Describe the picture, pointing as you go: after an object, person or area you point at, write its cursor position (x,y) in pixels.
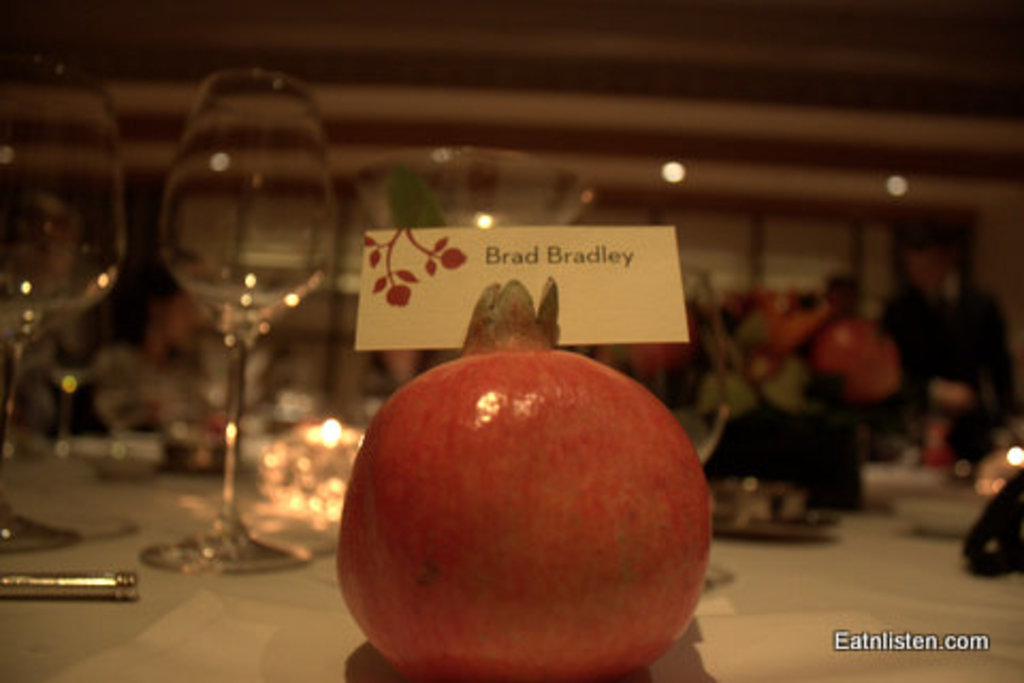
In the center of the image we can see one table (179,510). On the table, we can see one pomegranate (570,522), one banner (589,309), glasses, fruits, one candle (292,493) and a few other objects (880,412). On the banner (581,249), we can see some text (518,264). At the bottom right side of the image (896,641), we can see some text (876,644). In the background (732,261) there is a wall (794,253), roof (996,170), lights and a few other objects (965,418).
